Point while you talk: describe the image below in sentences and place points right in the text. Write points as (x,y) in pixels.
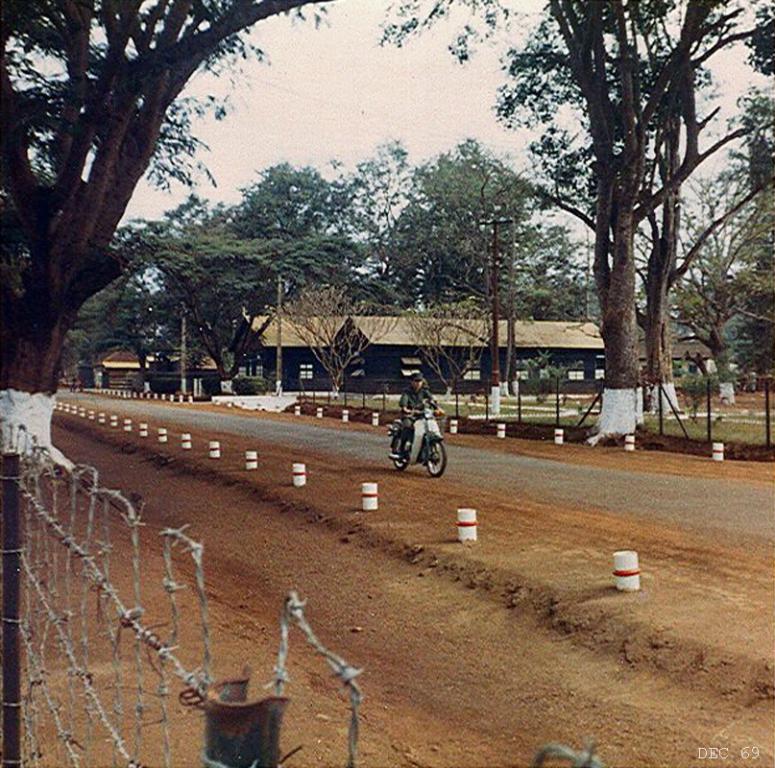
In this image we can see a person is riding a bike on the road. Here we can see poles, trees (45,193), sheds (339,336), ground (178,637), and fence (747,381). In the background (414,2) there is sky (407,12).
